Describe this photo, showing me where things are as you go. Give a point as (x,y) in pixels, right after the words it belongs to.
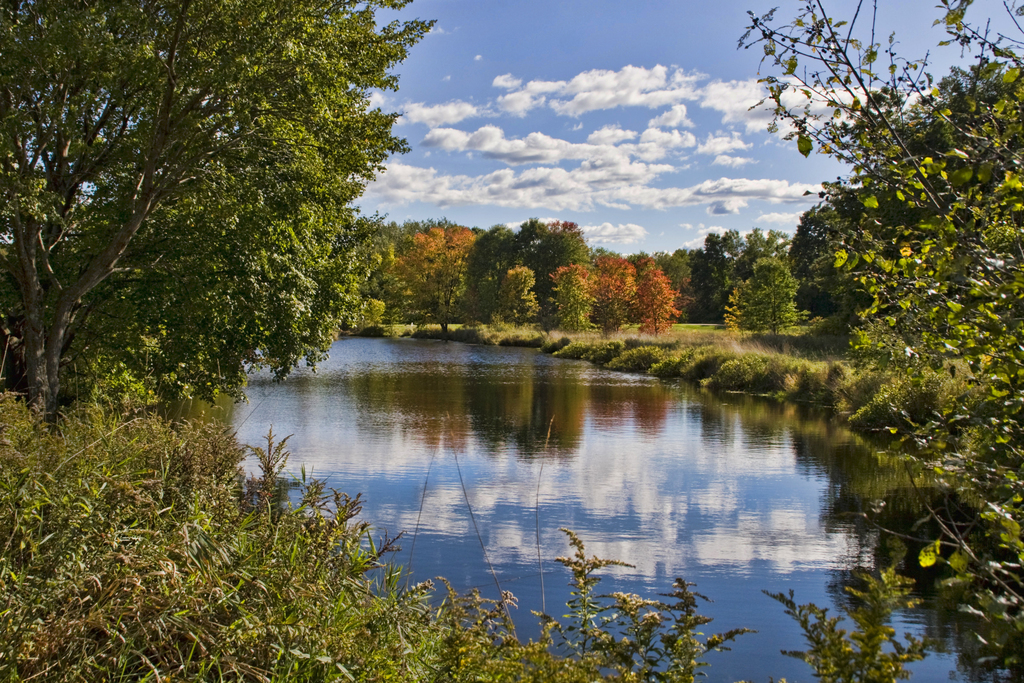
In this image I can see water (398,461) in the centre (448,432) and around it I can see number of plants (608,356) and number of trees (1008,285). On the top side of the image (700,98) I can see clouds (728,199) and the sky (784,156). I can also see reflection (696,447) on the water (650,504). I can also see an open grass ground (803,333) in the background (691,329).
